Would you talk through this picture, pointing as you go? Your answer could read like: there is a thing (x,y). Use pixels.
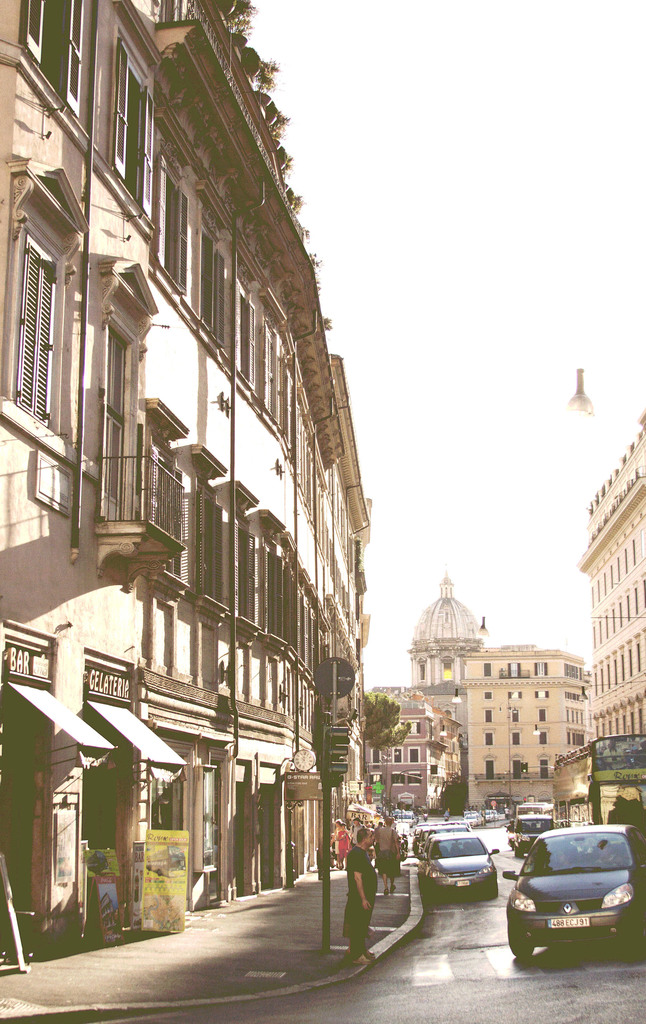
In this image there are buildings (448,694). At the bottom (550,909) we can see cars (531,893) on the road (477,966) and there are people (359,913). There is a traffic pole (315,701). In the background (470,458) there is sky (442,294) and we can see a tree (379,707).
